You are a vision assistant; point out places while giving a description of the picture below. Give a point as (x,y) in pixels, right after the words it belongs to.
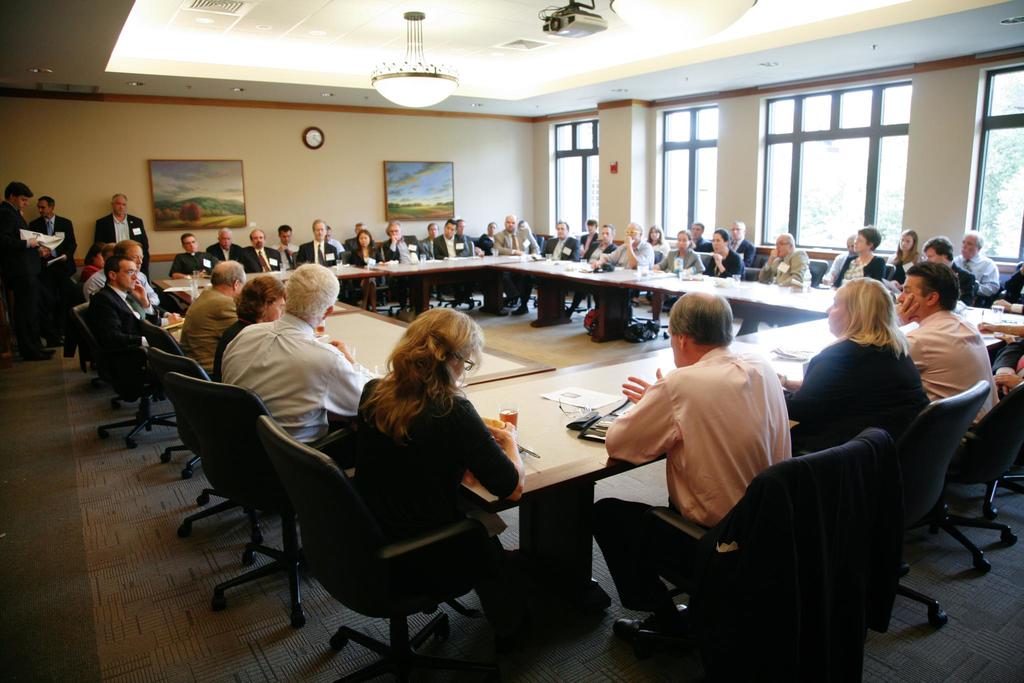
In the foreground of this image (355,411), there are people (774,439) sitting around the table (549,454) on the chairs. We can also see few objects (584,393) on the table (802,333). On the left (27,295), there are three men (49,206) standing on the floor (33,436). In the background (221,205), there are frames (410,189) and a clock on the wall (433,154). In the right (984,141) background (1022,175), there are windows (902,184). At the top (456,75), there is a chandelier (378,78), few lights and a projector (551,21).
